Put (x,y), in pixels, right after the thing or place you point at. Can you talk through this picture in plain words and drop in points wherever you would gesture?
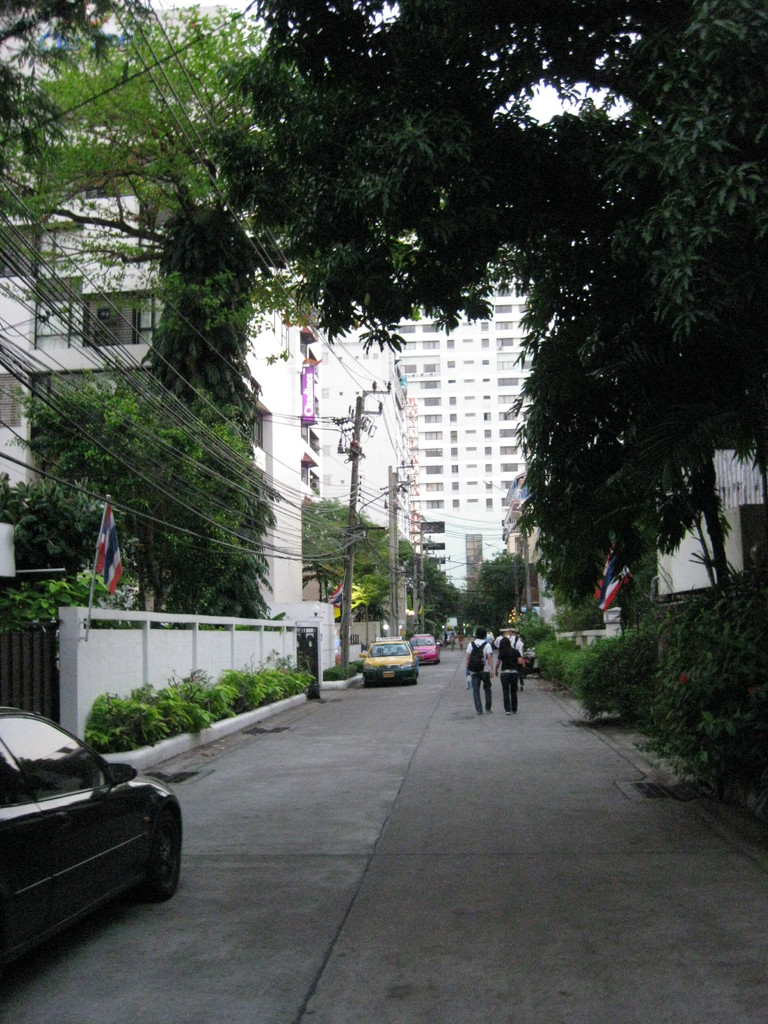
In this image we can see few people (474,695) carrying bags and walking on the road (421,676), there are some vehicles (403,651) on the road (445,690) and we can see some buildings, electrical poles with wires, trees (707,295), plants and flags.
